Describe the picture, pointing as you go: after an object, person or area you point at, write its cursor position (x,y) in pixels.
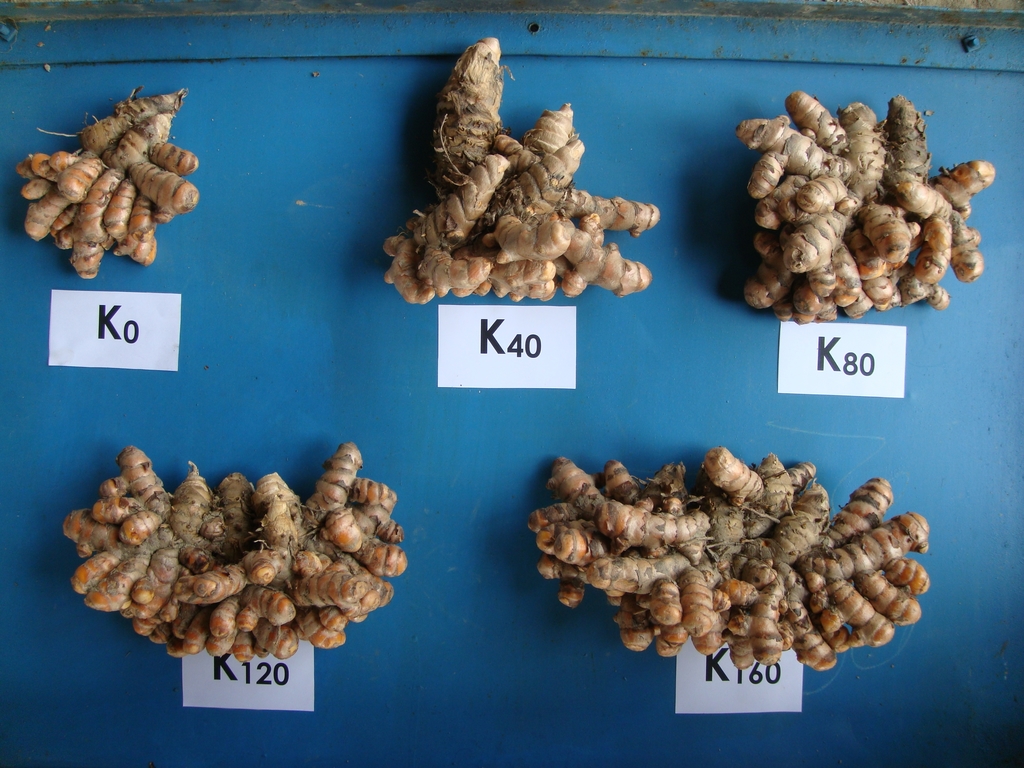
In this image, I can see the raw turmeric roots (479,244) and the piece of papers (280,682) with letters (284,664) are placed on an object (941,419).
